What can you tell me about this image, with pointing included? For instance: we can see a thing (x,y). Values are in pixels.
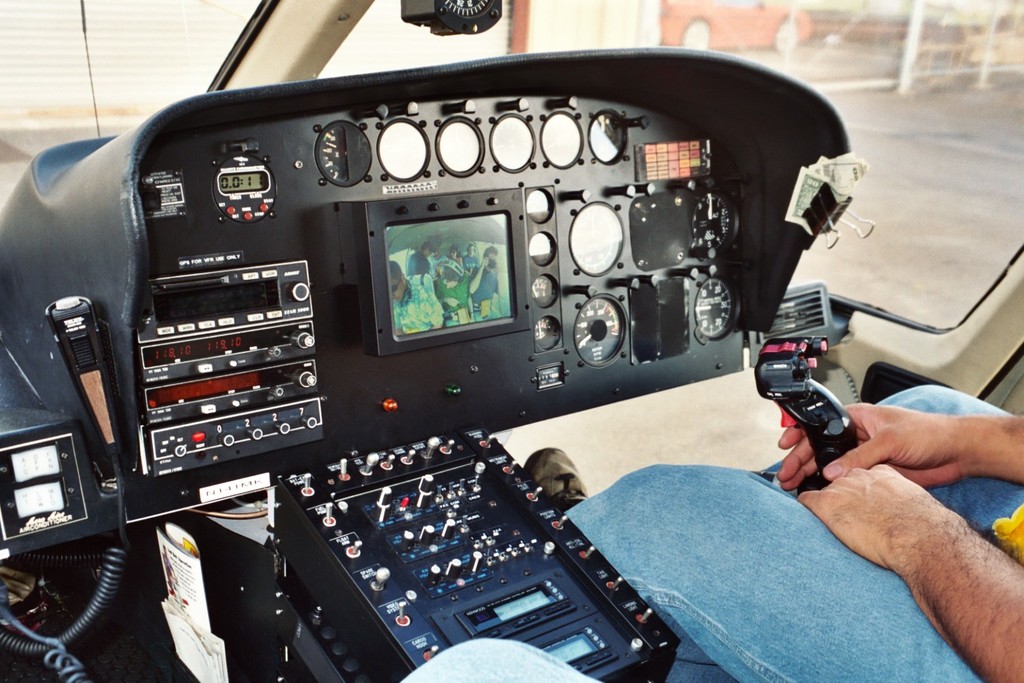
In the image we can see the truncated picture of the person (882,597) wearing clothes (753,587) and shoes (556,463), here we can see the internal view of the vehicle (466,395), and the floor (879,253).
